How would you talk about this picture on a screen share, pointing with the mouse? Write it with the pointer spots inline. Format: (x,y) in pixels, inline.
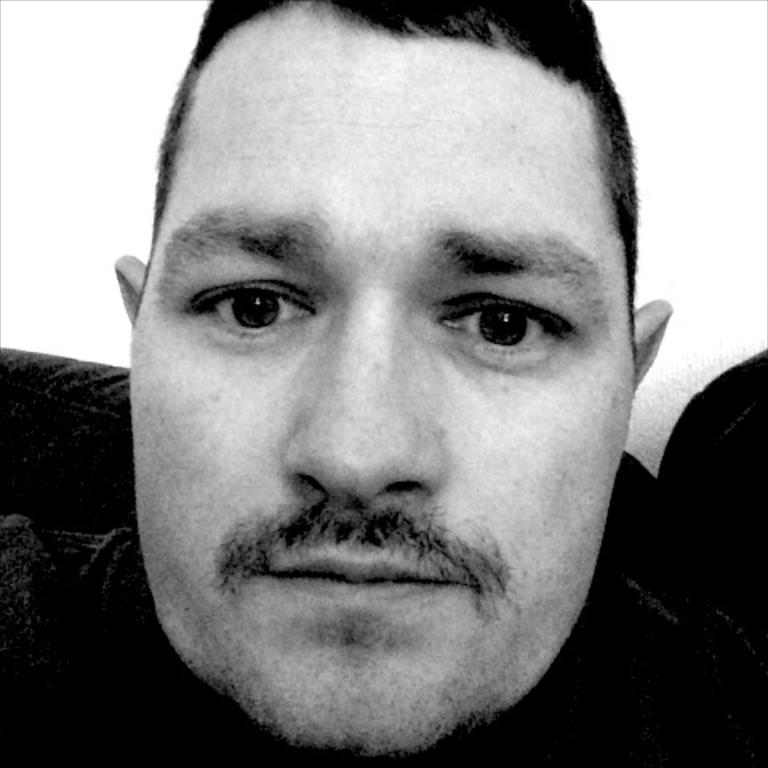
In this picture we can see a person's face (500,464) and in the background (87,374) we can see an object (44,376).
